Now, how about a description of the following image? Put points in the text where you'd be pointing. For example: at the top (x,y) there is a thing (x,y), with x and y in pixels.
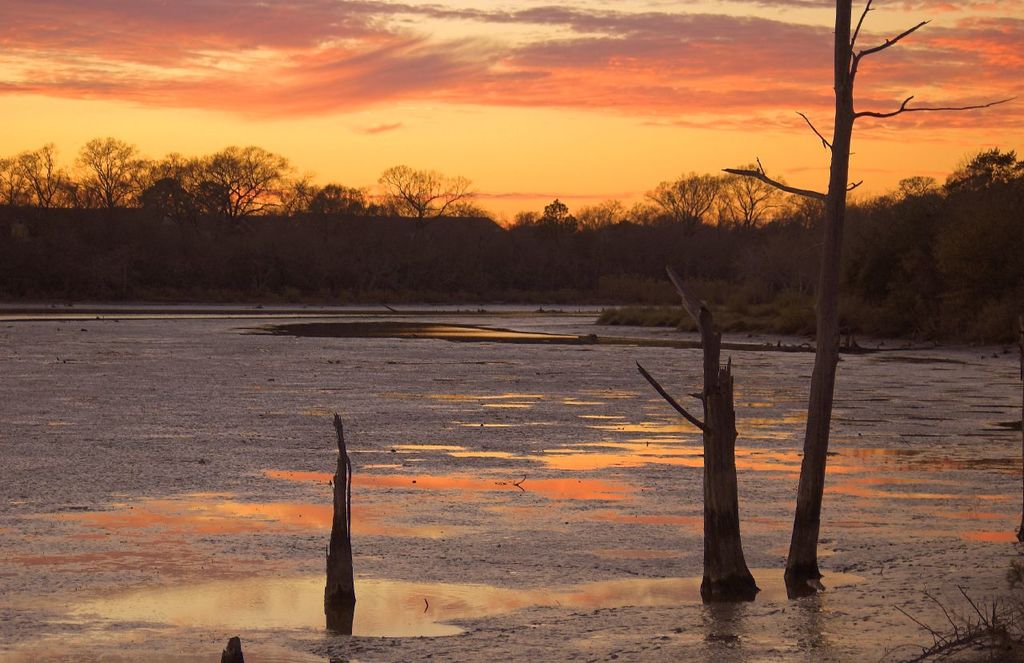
In the center of the image (499,328) there is water (407,360). In the background of the image (629,267) there are trees (682,214), clouds (480,83) and sky (412,103).
